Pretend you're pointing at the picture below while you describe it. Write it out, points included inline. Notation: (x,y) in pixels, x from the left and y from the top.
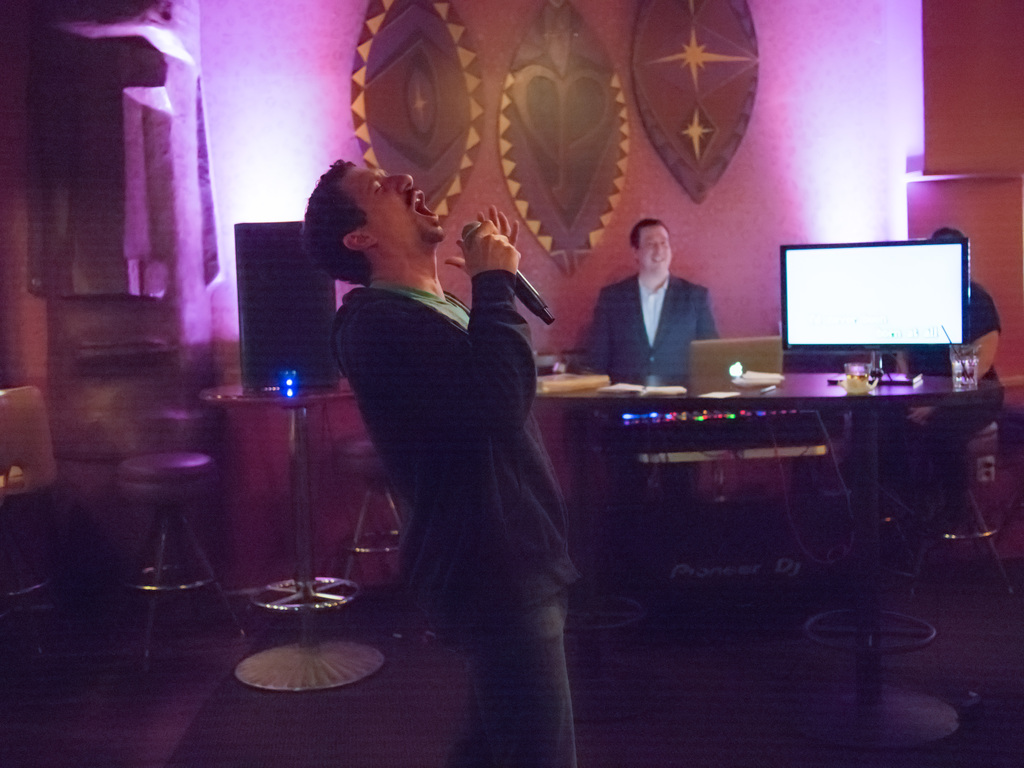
In the image there is a man (502,598) standing and singing a song, behind him there are chairs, speakers (296,370), a monitor (806,337) and behind the monitor (784,274) there are two other people (687,313). In the background (437,81) there is a wall (505,5) and there are some objects (427,34) attached to the wall (304,204).
